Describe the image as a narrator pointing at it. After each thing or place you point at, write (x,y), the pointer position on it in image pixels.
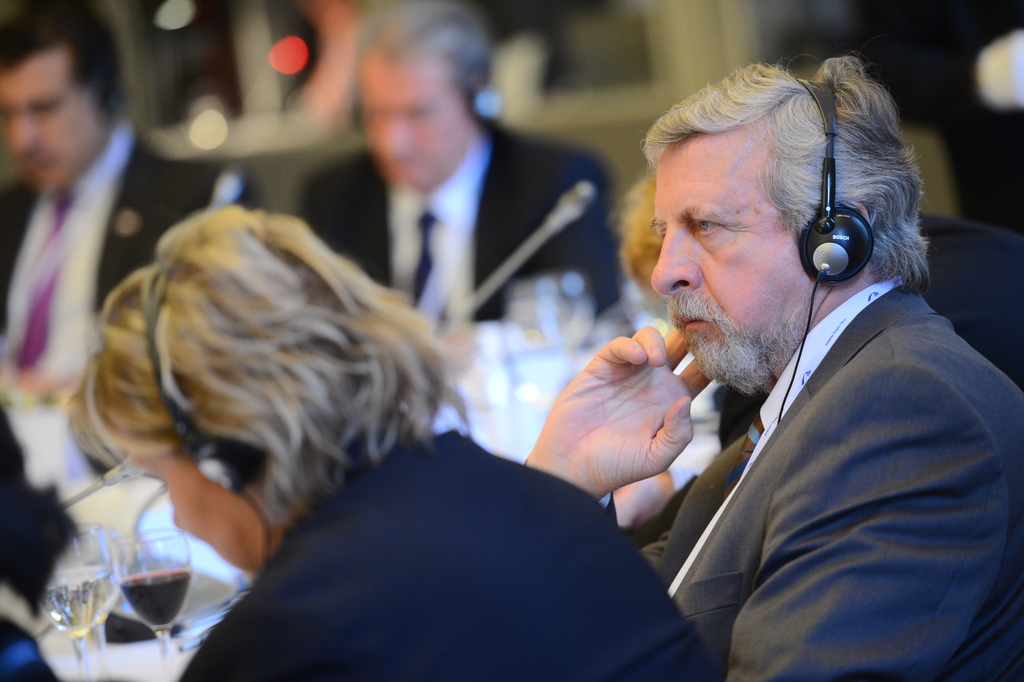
In this picture we can observe five members (756,325). One of them is a woman (331,400). Most of them were wearing headsets (114,109). In front of them there is a table (497,350) on which we can observe some glasses (145,543). The background is completely blurred.
